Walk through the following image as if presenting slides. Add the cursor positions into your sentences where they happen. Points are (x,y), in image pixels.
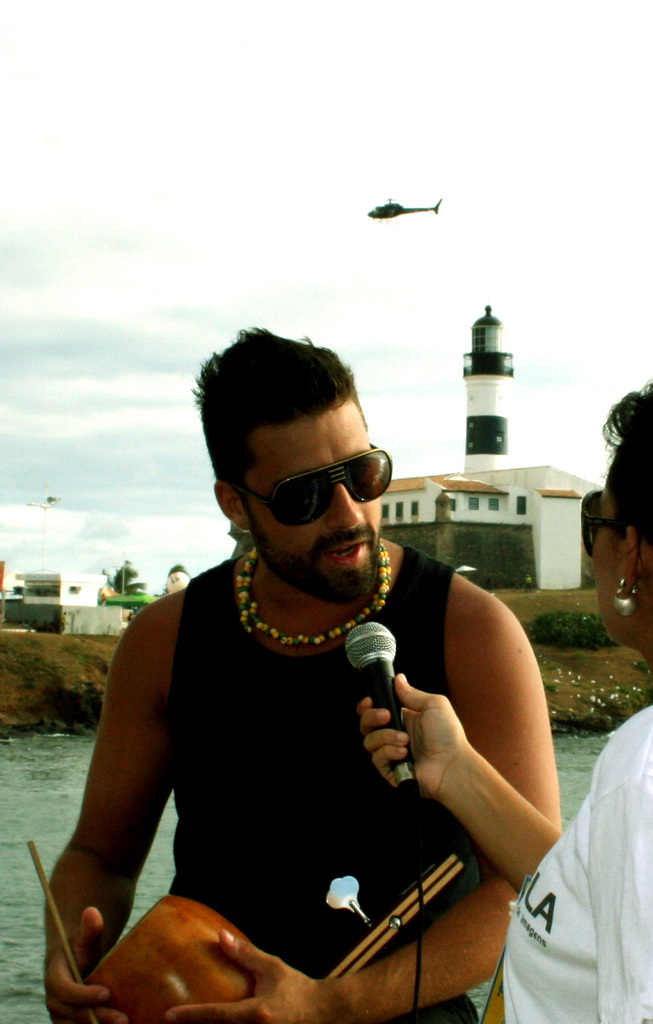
In this image we can see persons (282,756) standing and one of them is holding mic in the hands (440,735). In the background (166,539) we can see water (18,799), grass (584,656), flowers (612,677), building (550,510), light house (501,406), helicopter (401,212) in the air (251,228), sky (89,296) with clouds (85,326), poles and buildings (35,591).
